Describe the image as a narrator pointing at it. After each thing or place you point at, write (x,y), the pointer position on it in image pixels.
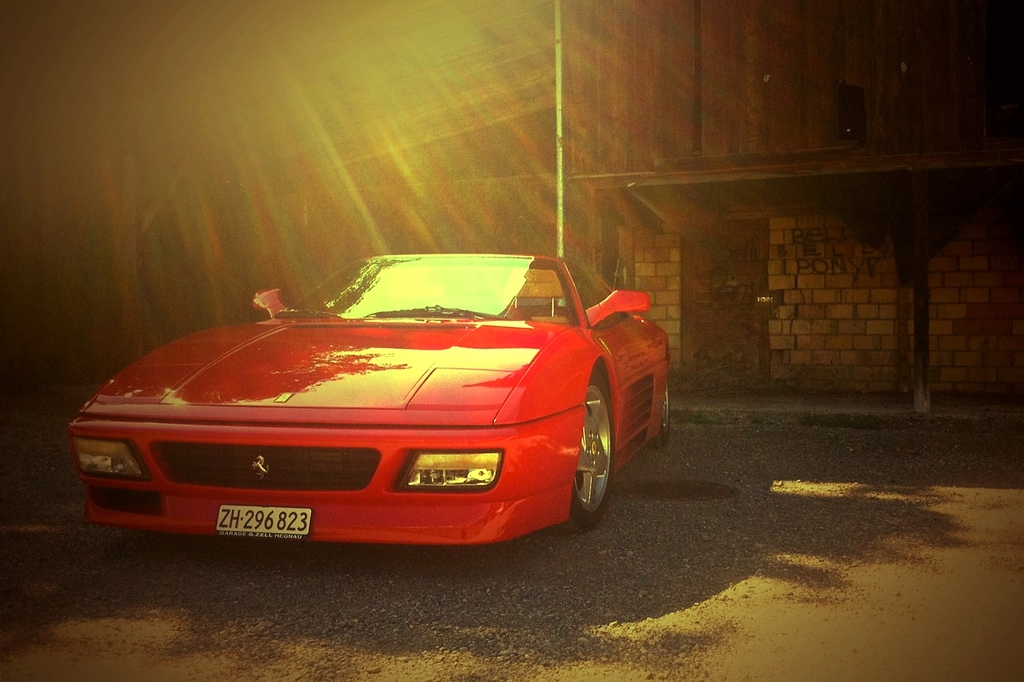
In the image we can see there is a red colour car (529,445) parked on the road (609,538) and behind there is a building (665,180). There are sunshine rays (455,188) falling on the car (431,404).
